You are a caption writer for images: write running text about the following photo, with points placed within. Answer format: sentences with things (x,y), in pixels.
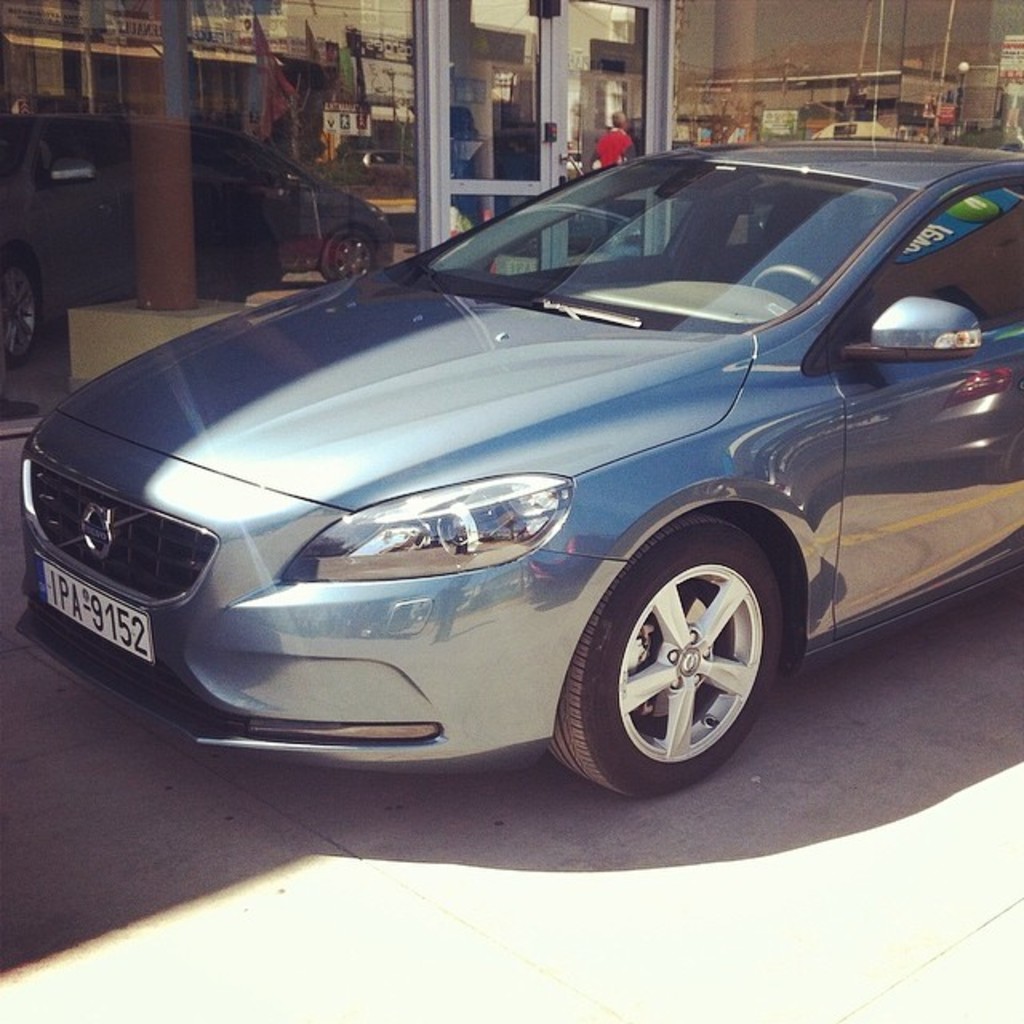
In the image there is a car (904,405) on the road (609,927) and behind there is a building (158,73) with glass wall (248,176) and doors (492,142).
